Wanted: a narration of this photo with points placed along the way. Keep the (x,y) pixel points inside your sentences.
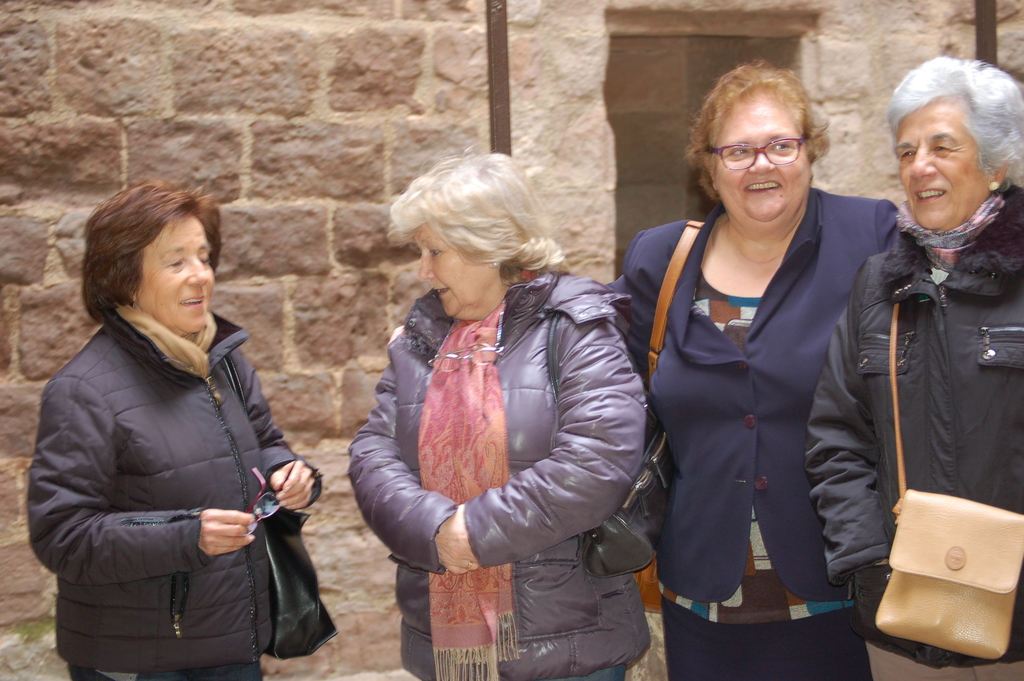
In this image, we can see four women (617,397) are wearing jackets (956,469) and smiling. Right side of the image (953,367), a woman (947,439) wearing a bag (963,572). Left side of the image (139,625), we can see a woman (213,529) is holding glasses (262,506). Background (303,269) we can see a wall (65,256), two poles (499,69).
